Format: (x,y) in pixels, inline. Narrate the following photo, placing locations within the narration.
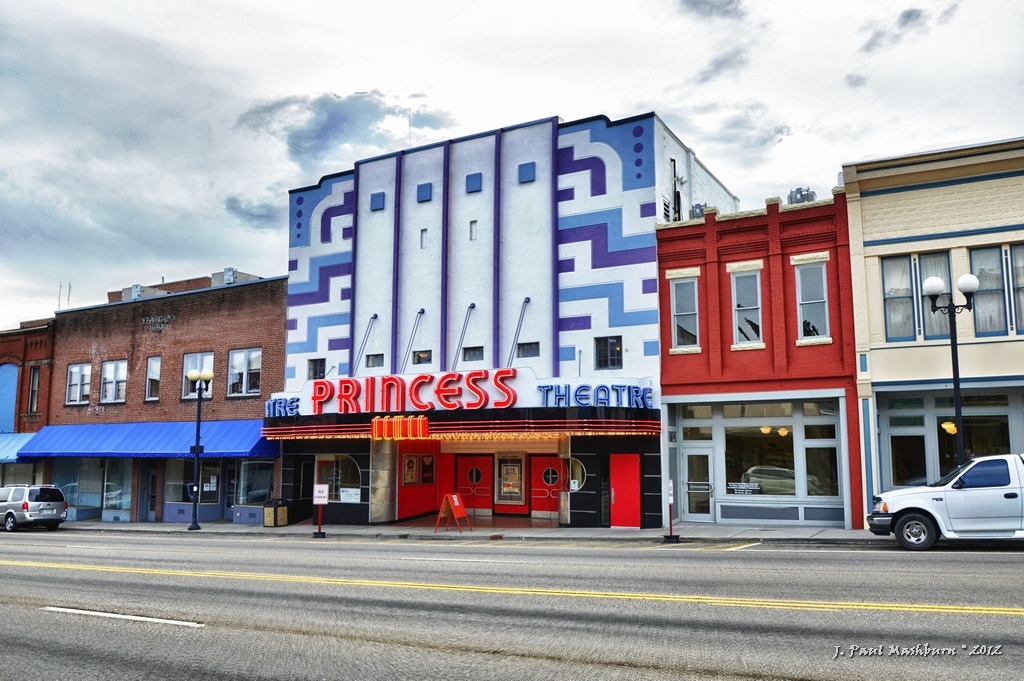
In this image, we can see vehicles (888,523) on the road (468,548) and in the background (426,464), there are buildings (390,424), boards (498,484), lights (583,426). At the top (480,103), there are clouds (609,82) in the sky (892,93) and at the bottom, there is some text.
